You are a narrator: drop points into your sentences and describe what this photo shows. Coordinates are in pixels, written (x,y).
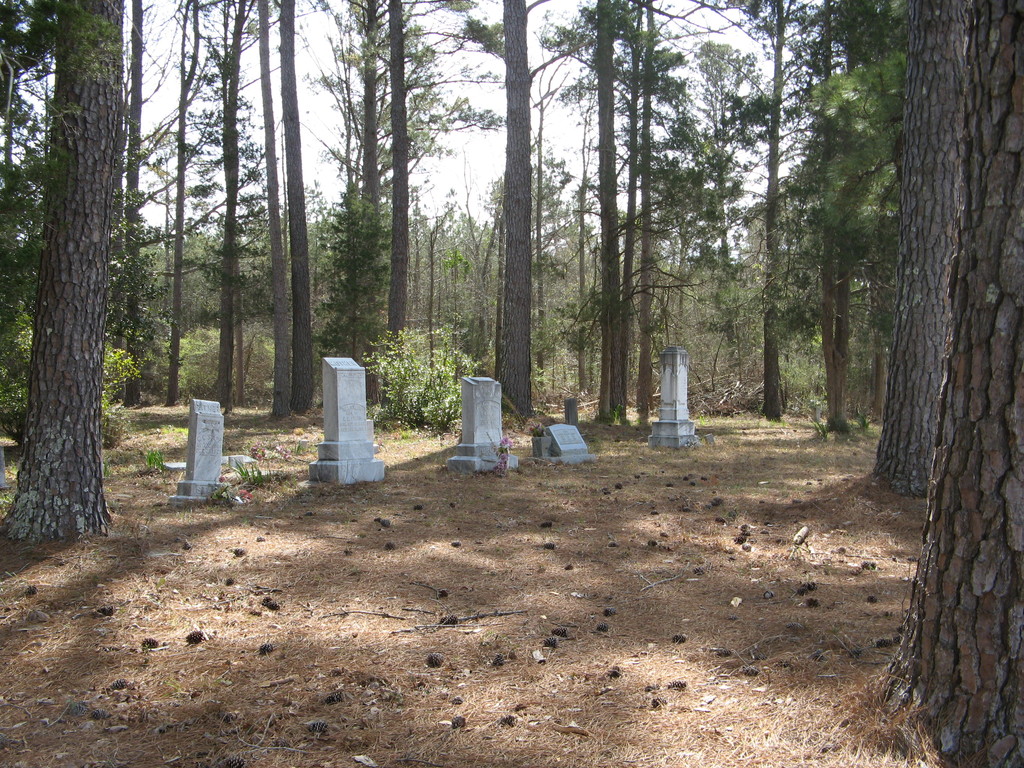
We can see graveyard (477,466), trees (68,480), grass (144,497) and plants (429,357). In the background (416,194) we can see sky (457,136).
